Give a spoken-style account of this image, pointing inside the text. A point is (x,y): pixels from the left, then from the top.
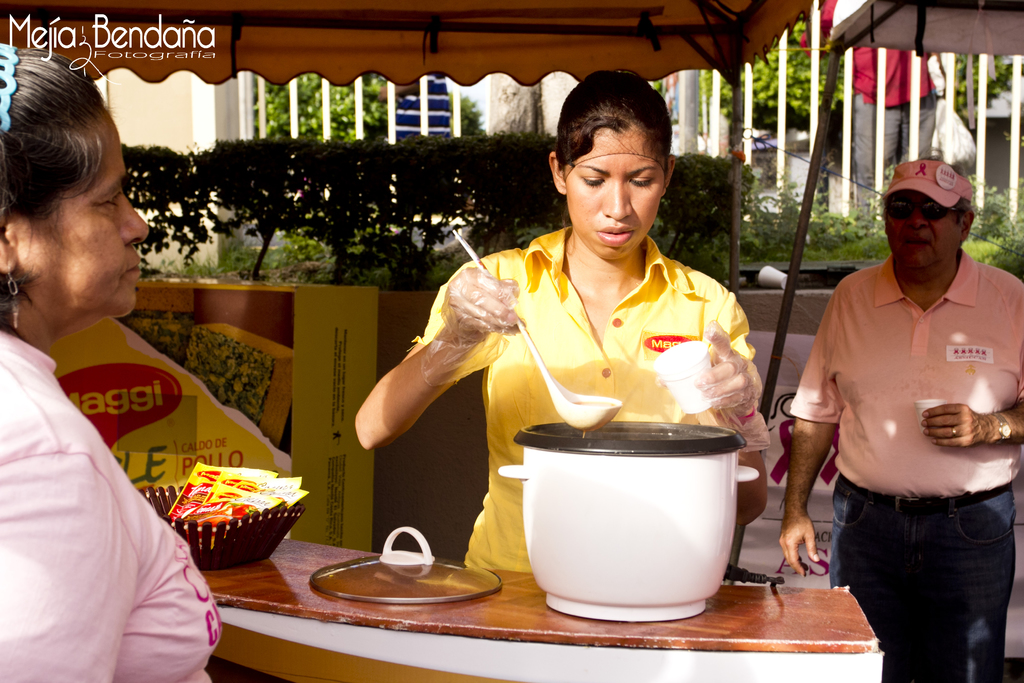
In this picture there is a lady (408,392) in the center of the image (505,313), by holding a spoon (467,245) and a cup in her hands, there is desk (622,633) in front of her on which there are wrappers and an utensil (582,461), there is a lady (84,319) on the left side of the image (82,285) and there is a man (997,528) on the right side of the image (1013,425), there are trees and a building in the background area of the image (322,167).
